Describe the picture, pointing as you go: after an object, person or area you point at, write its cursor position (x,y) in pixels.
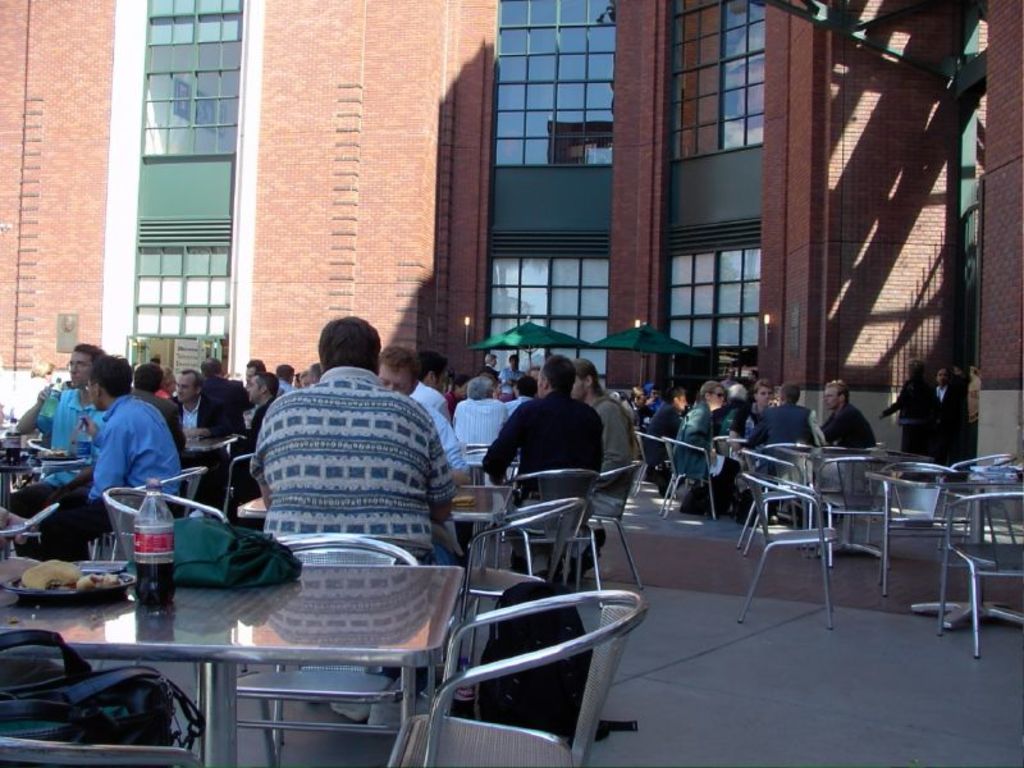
There are group of people (356,433) sitting on the chairs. This is a table (288,620) where a bag (228,546), coke bottle (150,560), plate (65,592) with food (46,572) are placed on the table (328,620). I can see some empty chairs (861,500) leftover. These are called as umbrellas (652,350). At background (366,181) I can see a building (440,145) with glass doors (592,136). At the right corner of the image (912,400) I can see few people (925,412) standing.
